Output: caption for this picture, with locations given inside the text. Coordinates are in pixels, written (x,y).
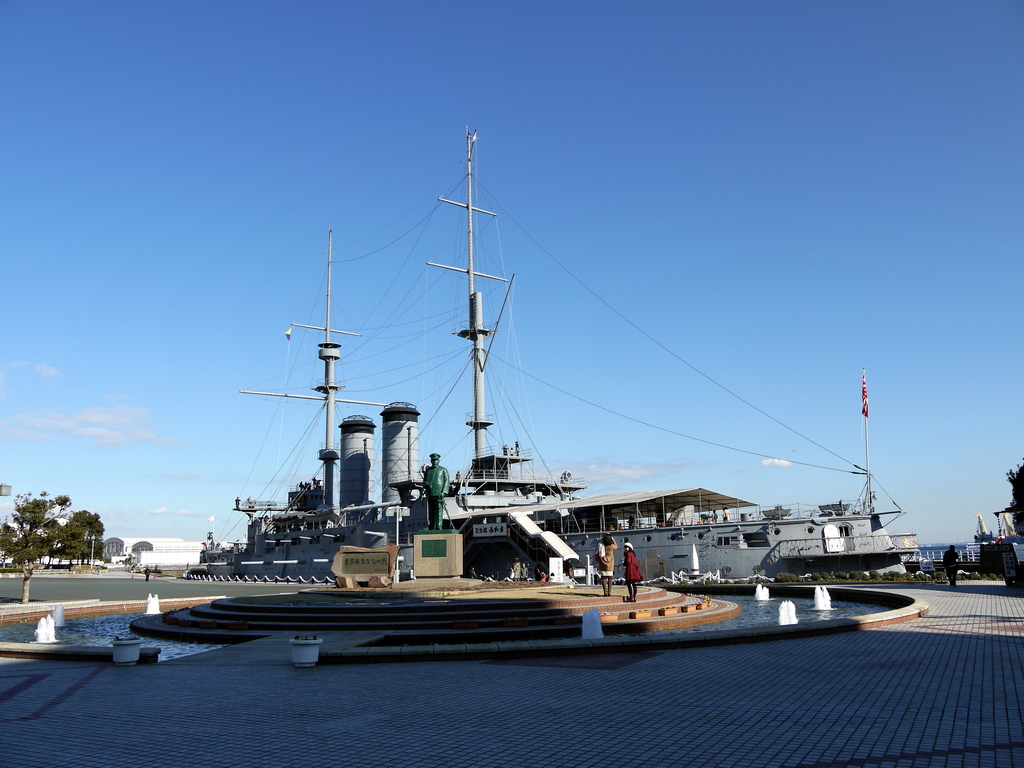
As we can see in the image there are boats (408,496), statue (449,538), few people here and there, stairs (419,600), current poles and trees (76,545). On the top (477,38) there is sky (397,42).
